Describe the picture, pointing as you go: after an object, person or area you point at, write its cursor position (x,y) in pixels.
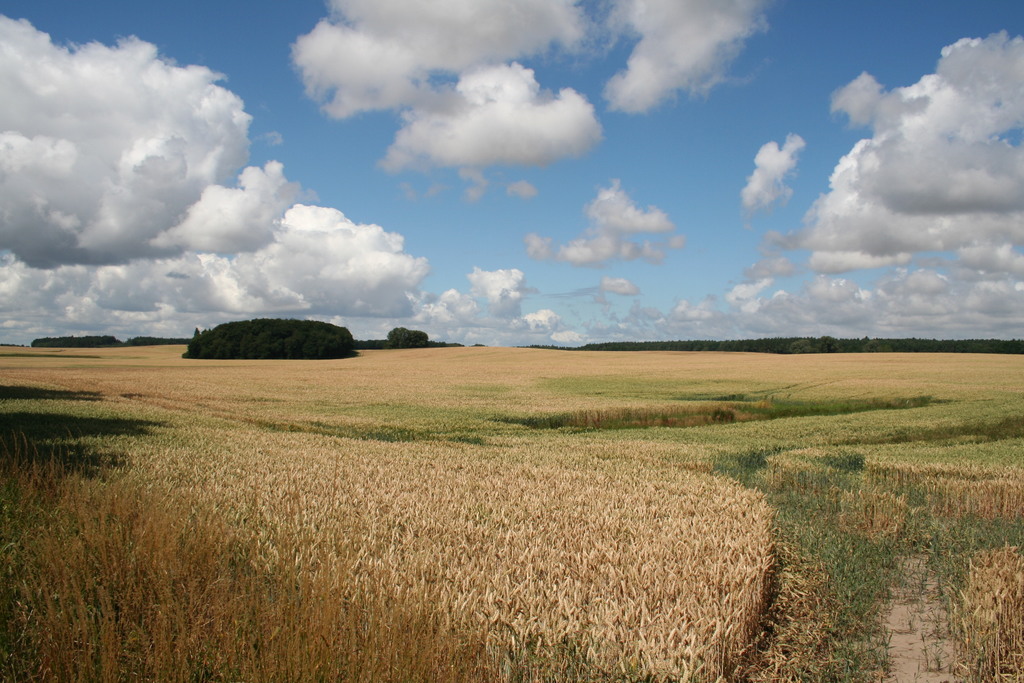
In the image there is wheat field (590,498) on the land (584,466) with trees (818,351) in the background (253,346) and above its sky (421,164) with clouds (856,264).
